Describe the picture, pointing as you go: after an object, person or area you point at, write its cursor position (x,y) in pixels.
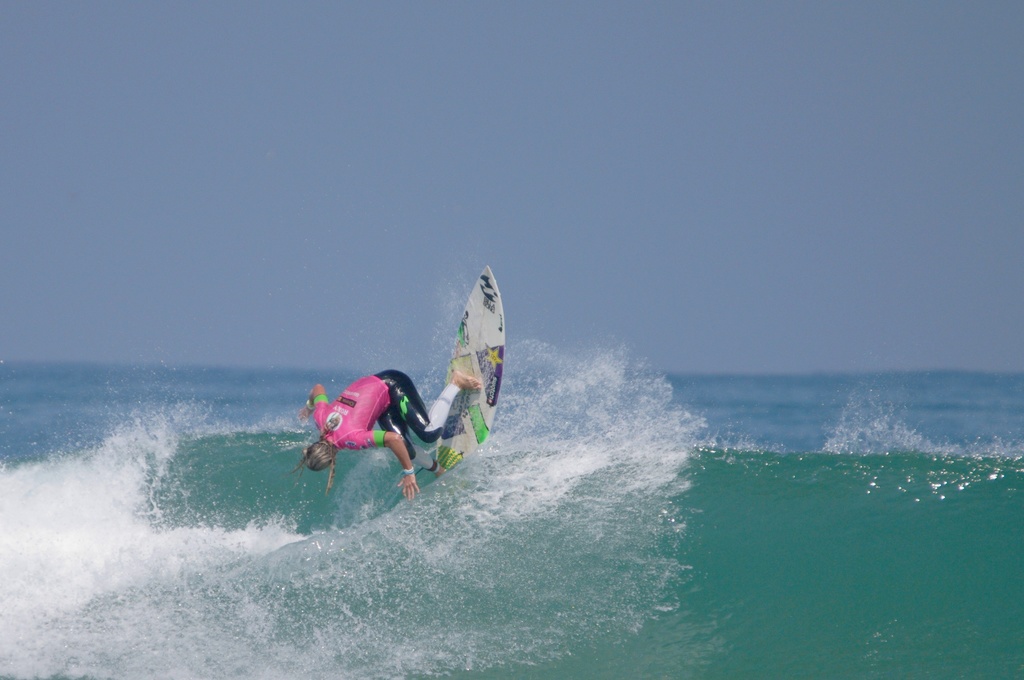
In this image I can see water (521,457) in the front (539,511). I can also see a person (342,448) and a white colour surfing board (480,429) on the water (457,504). I can see this person (344,401) is wearing swimming costume (369,407) and in the background (300,228) I can see the sky (425,161).
